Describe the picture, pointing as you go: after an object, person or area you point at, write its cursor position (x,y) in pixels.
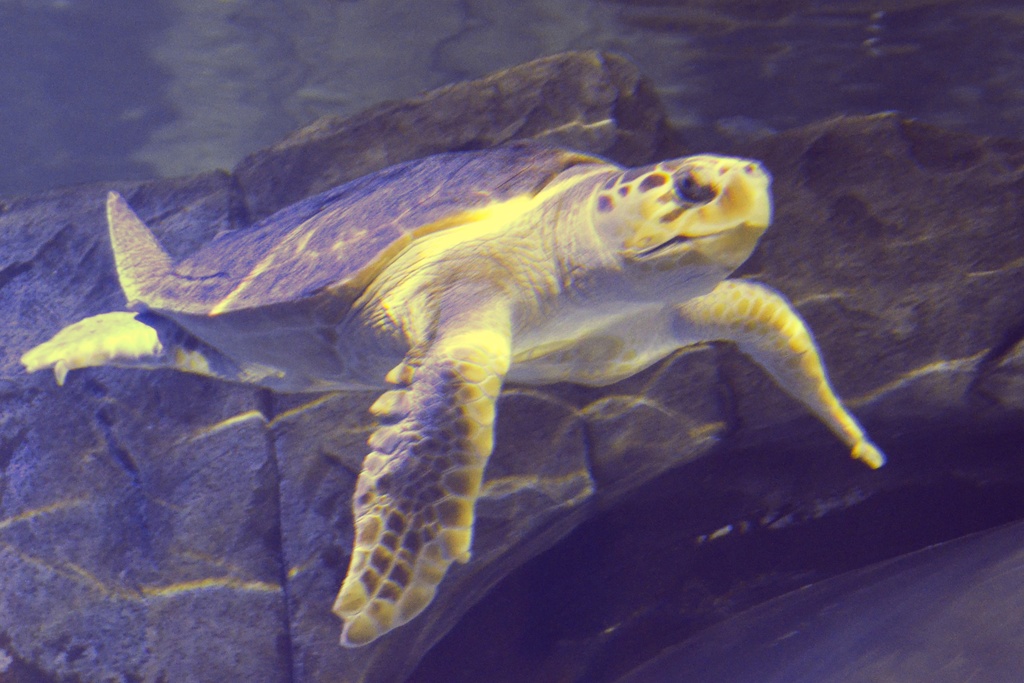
In this image there is a tortoise (375,345), behind the tortoise (215,328) there is rock (403,154).
